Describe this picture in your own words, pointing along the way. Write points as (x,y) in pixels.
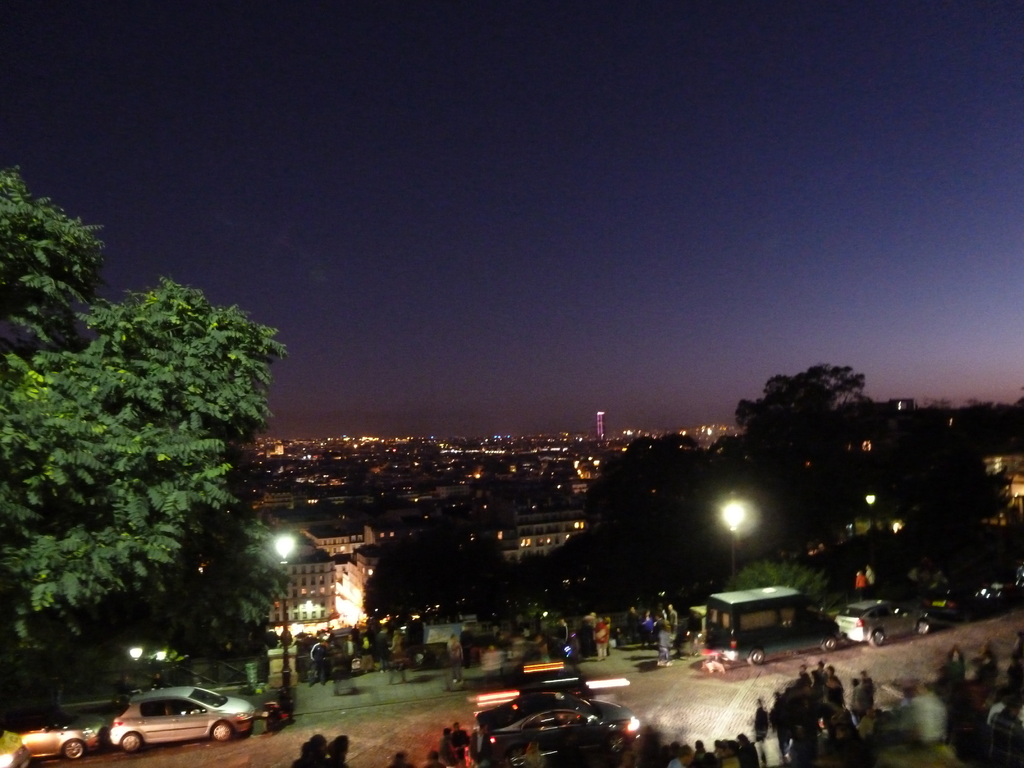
At the bottom of the picture (807,722), we see people (818,732) standing on the road (747,712). Beside them, we see the cars (217,737) which are moving on the road (476,707). Beside that, there are street lights (281,560). There are trees (707,578) and buildings (377,523) in the background (549,455). At the top (540,122), we see the sky (561,304). This picture might be clicked in the dark.
